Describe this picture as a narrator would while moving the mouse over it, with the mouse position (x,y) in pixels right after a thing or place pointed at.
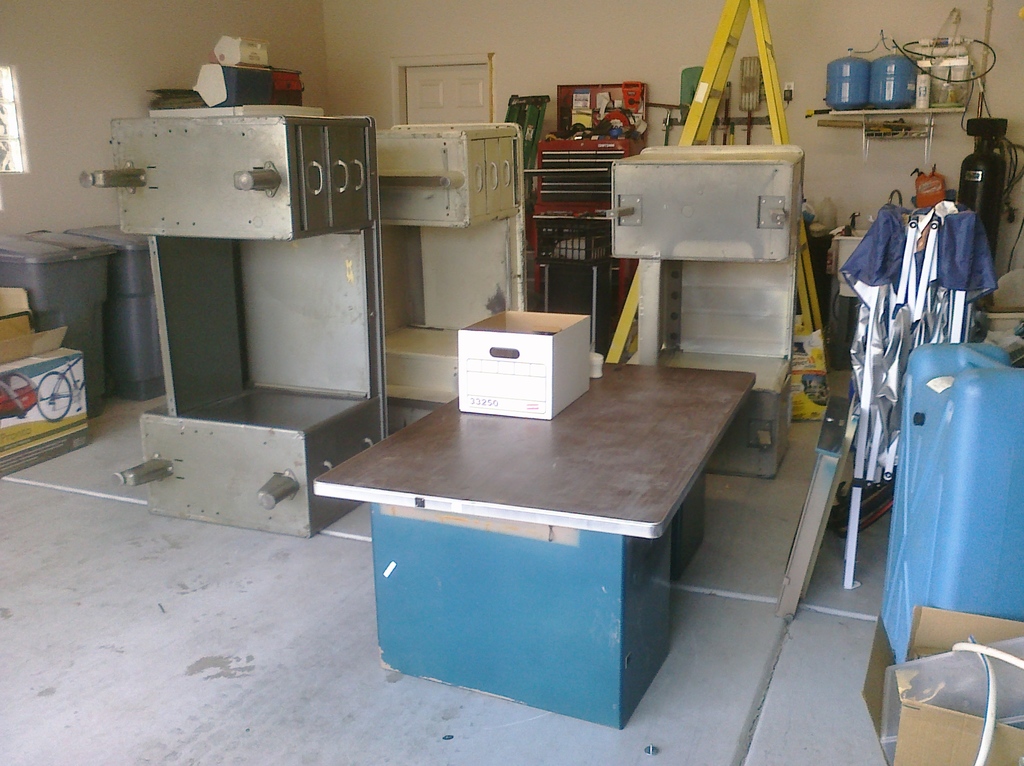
In the image we can see a desk (512,436) on it there is a box (501,373), this is a floor (230,617), dustbins (94,268) and many other objects (532,277). There is a window (15,144) and a wall (38,135).
